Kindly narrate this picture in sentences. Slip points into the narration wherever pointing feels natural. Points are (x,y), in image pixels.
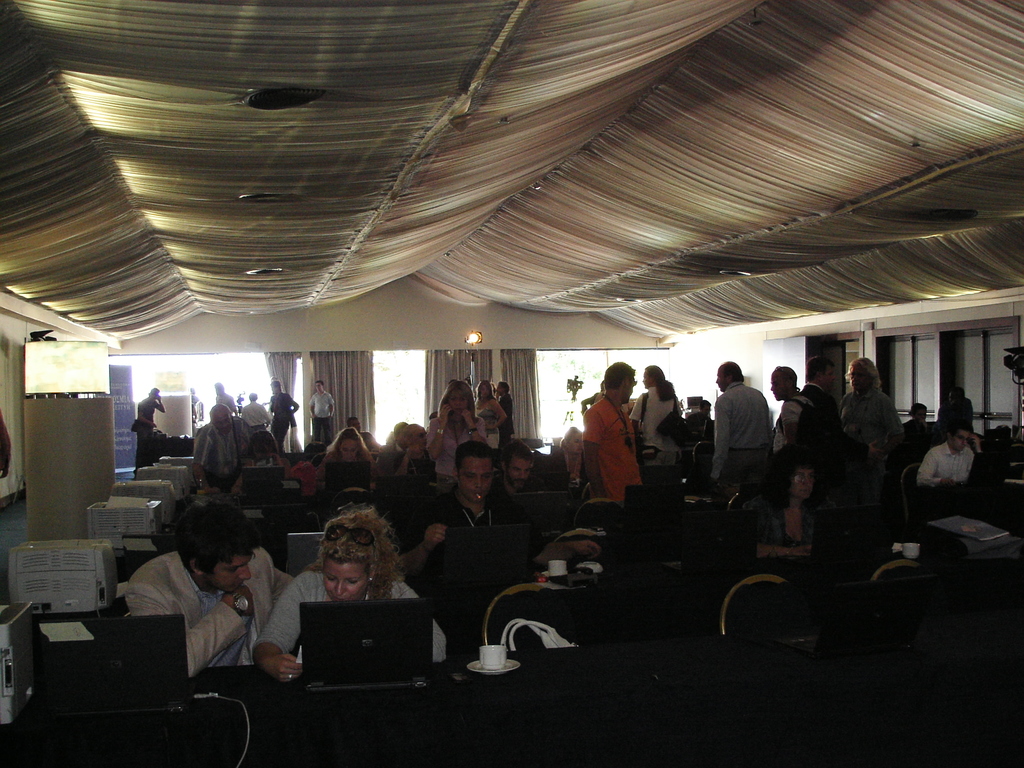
In this image there are a few people (327,563) seated in chairs (592,521) are working on the laptops (498,554) in front of them on the table (485,605), there are laptops (301,638), coffee cups (562,568) and printers (179,481), behind them there are a few people (790,434) standing, in the background (515,434) of the image there are curtains (441,387).
